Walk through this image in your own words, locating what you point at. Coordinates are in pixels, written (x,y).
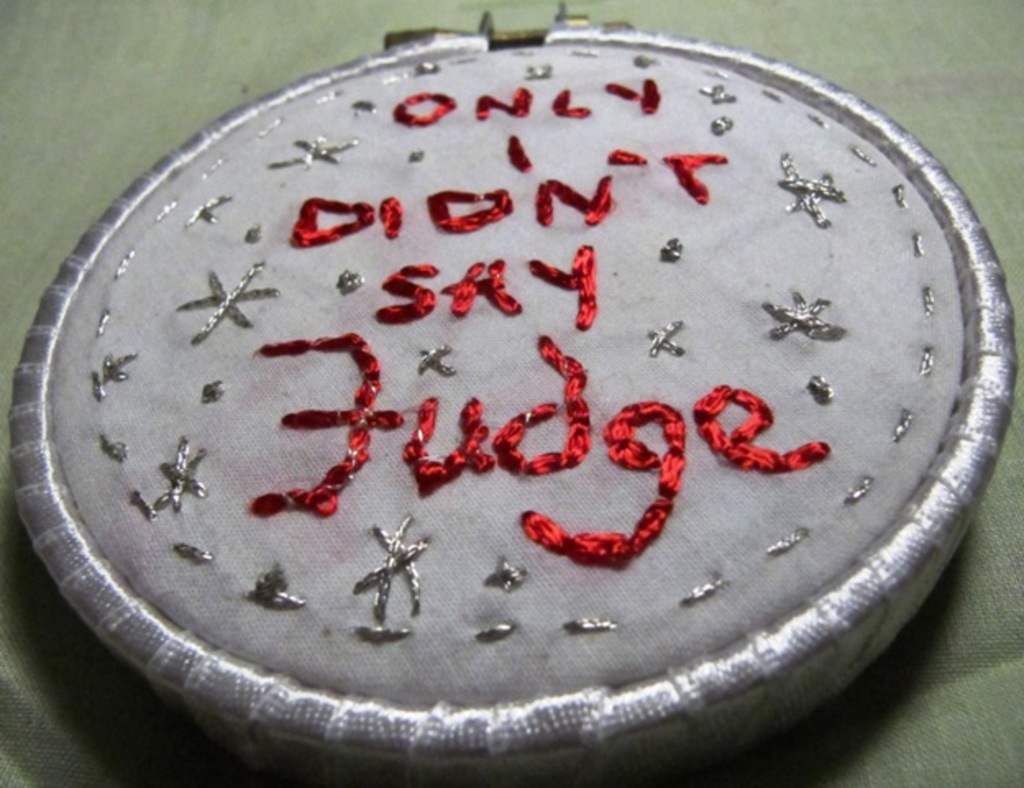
In the image there is a quotation (400,210) made with the help of threads (657,515) on an object (724,430), it is written with red color thread (448,472).
